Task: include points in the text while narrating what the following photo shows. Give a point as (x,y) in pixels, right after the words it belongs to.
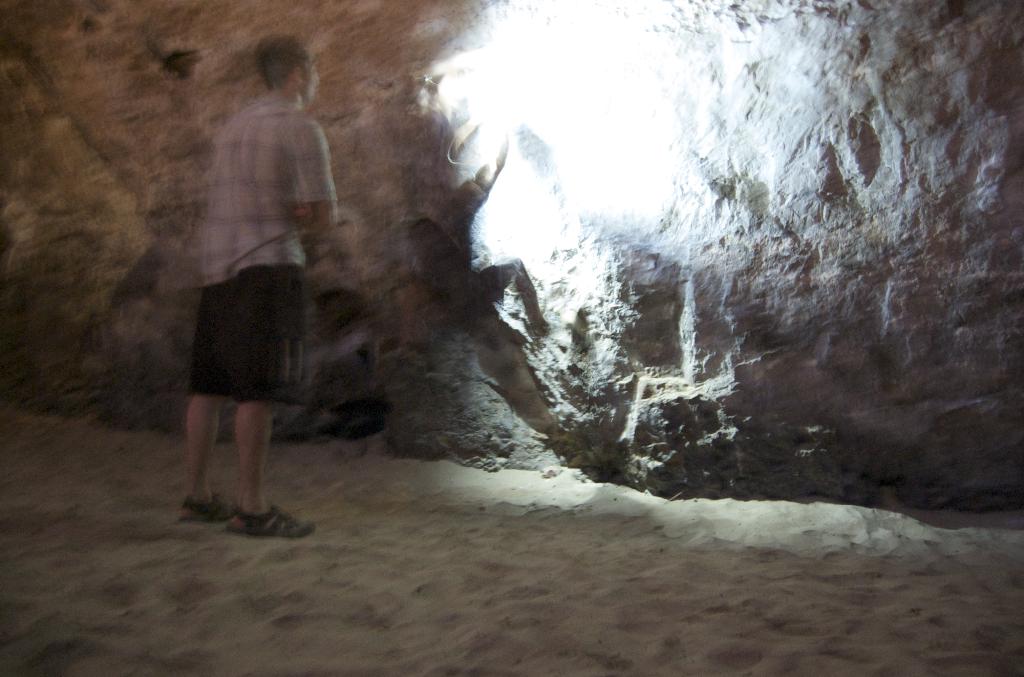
In this picture we can see people (217,505) and we can see a wall (876,391) in the background (876,374).
